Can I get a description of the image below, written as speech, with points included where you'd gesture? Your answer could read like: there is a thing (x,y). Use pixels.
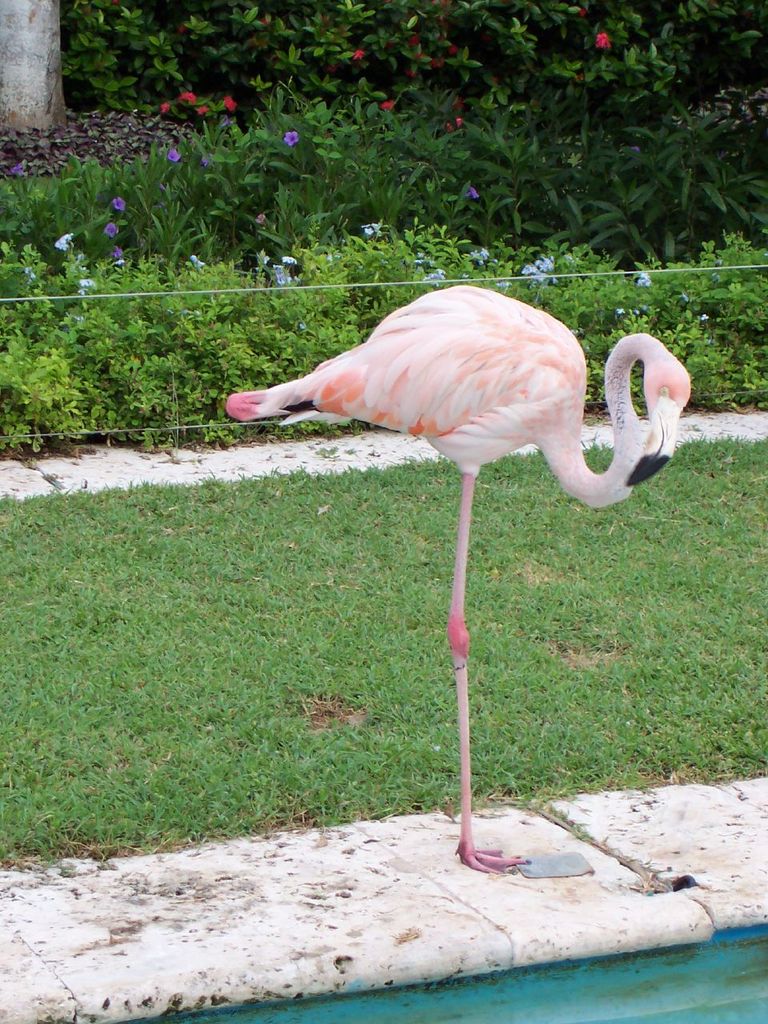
In the center of the image (393,417) we can see a greater flamingo (493,347) is present. In the background of the image (255,298) we can see plants (319,228), flowers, grass (554,720) are there. At the top left corner (48,53) pole (31,50) is there. At the bottom of the image (759,1002) we can see pool (647,997), water (654,1002) are there.
